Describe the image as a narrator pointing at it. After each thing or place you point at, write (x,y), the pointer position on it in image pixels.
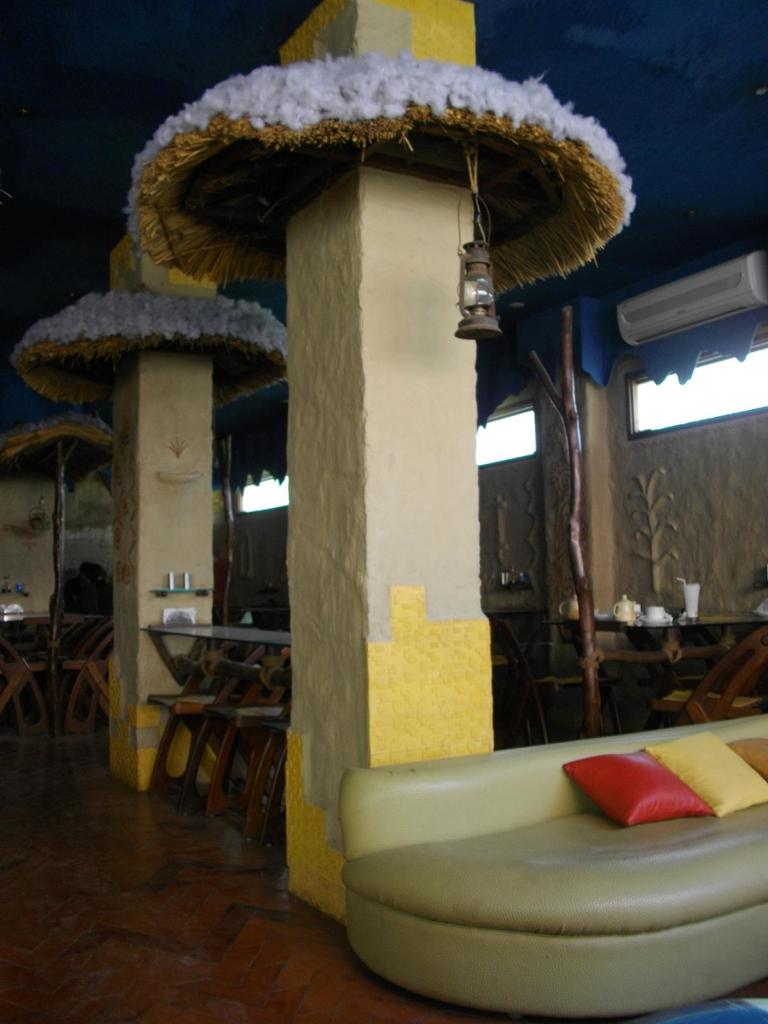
In this picture we can see a sofa (638,840). These are the pillows (656,820). And there are some chairs (230,684) and this is the table (230,629). Here we can see a lamp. And this is the pillar (403,575).
